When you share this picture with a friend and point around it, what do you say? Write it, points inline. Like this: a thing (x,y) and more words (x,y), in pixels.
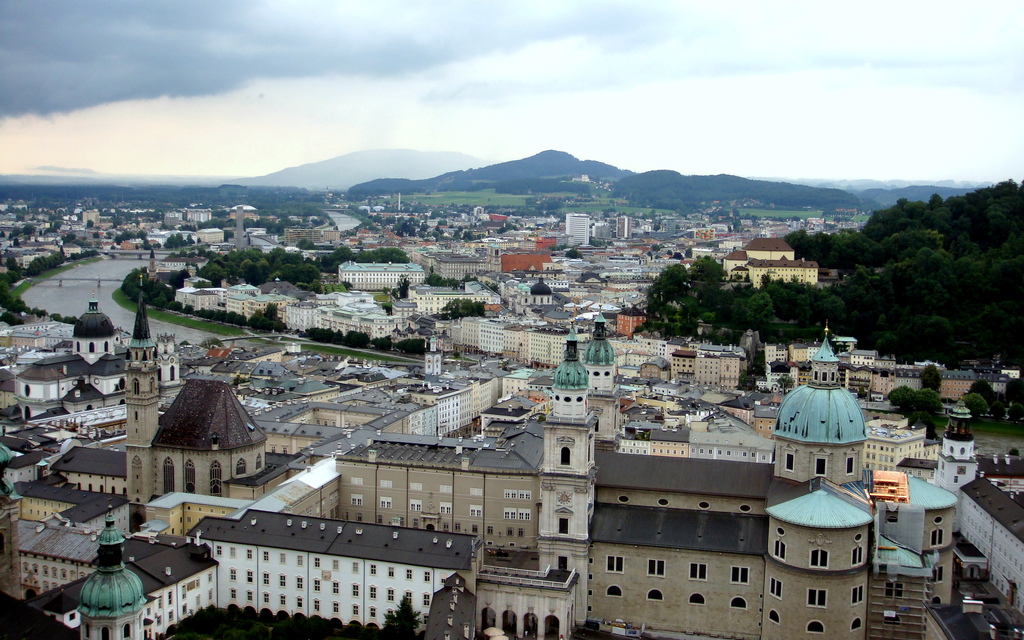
On the left of the image (97,276) there is a bridge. There is water (85,295). There are buildings (120,636), trees (851,290). In the background of the image (588,196) there are mountains (554,186) and sky (626,45).
